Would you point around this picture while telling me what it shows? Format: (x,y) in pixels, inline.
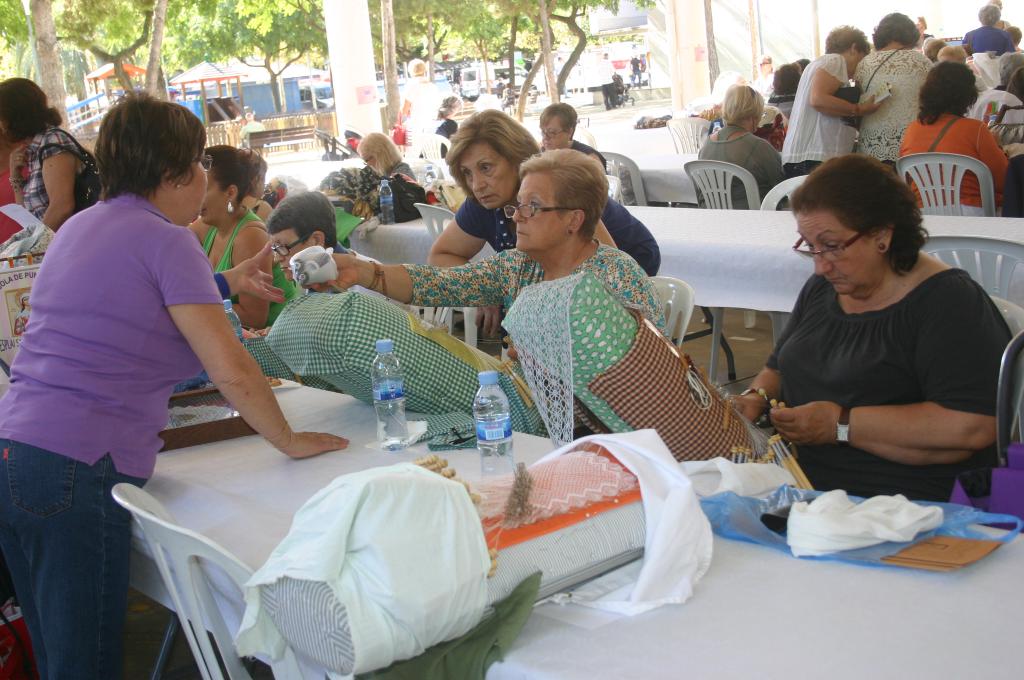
A group of people (984,408) are sitting on the chairs (1001,426). In the background (277,76) there are trees (266,39).
